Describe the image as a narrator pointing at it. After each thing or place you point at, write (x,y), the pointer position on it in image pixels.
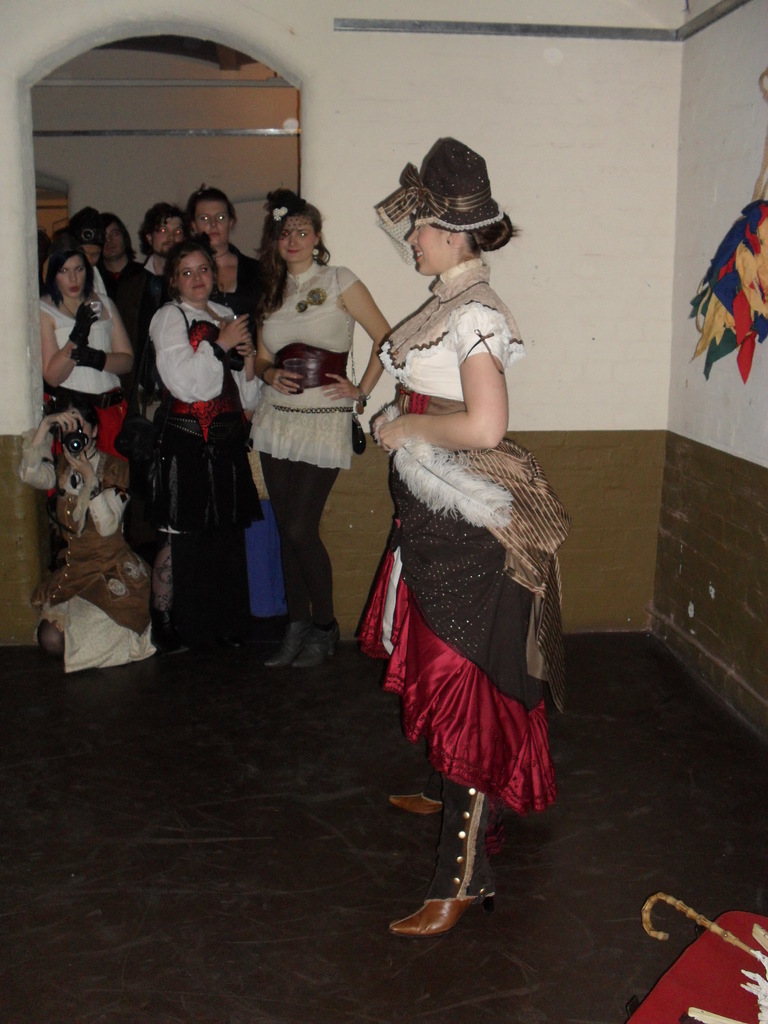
In this image we can see a group of people (425,737) standing on the floor (512,887) wearing the costumes (467,720). In that a woman (122,633) is sitting on her knees (125,638) holding a camera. We can also see a decor (743,347) on a wall (746,140), a stick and a mat (728,993) on the floor (624,923).
